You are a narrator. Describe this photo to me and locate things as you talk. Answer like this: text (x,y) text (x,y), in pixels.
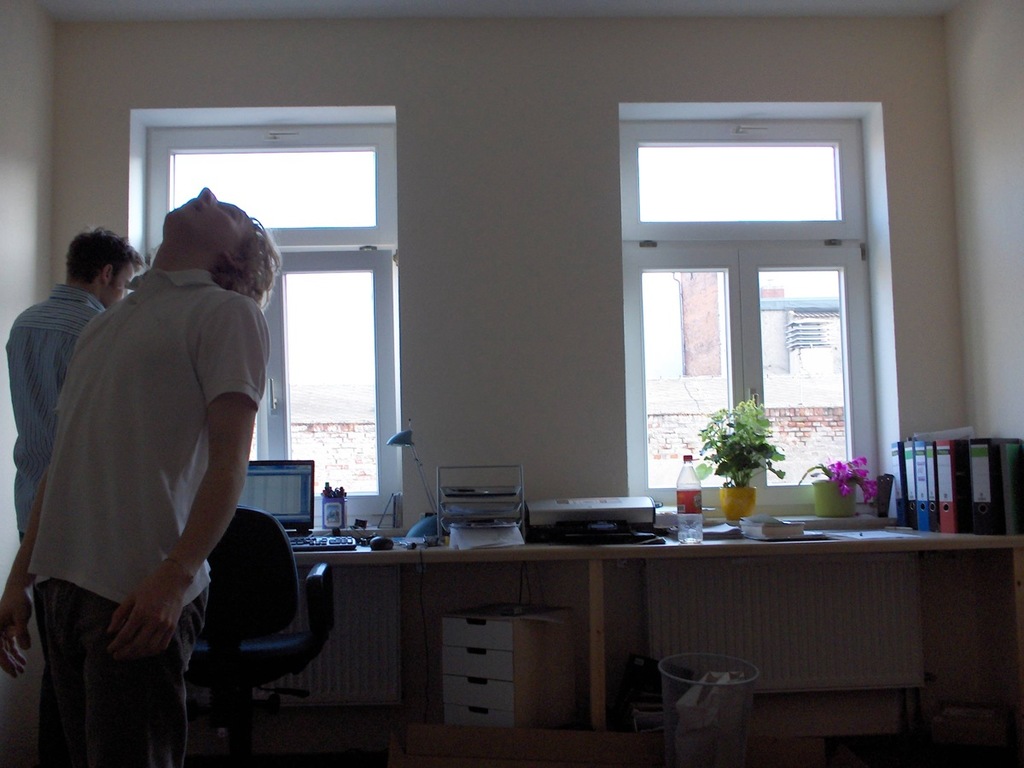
there are two person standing in a room (527,192) there are chair (234,527) tables (439,546) on the table (391,559) is there are many things (483,486).
